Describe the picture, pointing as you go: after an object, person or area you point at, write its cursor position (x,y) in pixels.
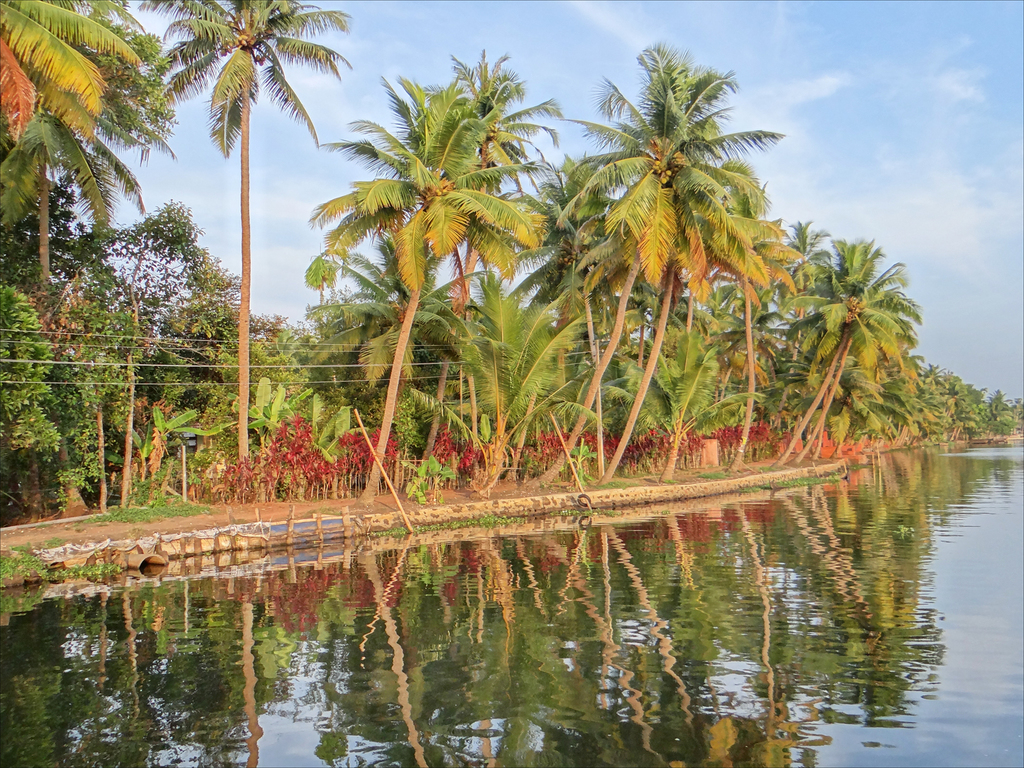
In this image we can see some water (498,560) and in the background of the image (426,328) there is walkway (46,535), there are some trees (452,388) and top of the image (606,60) there is clear sky (554,156).
